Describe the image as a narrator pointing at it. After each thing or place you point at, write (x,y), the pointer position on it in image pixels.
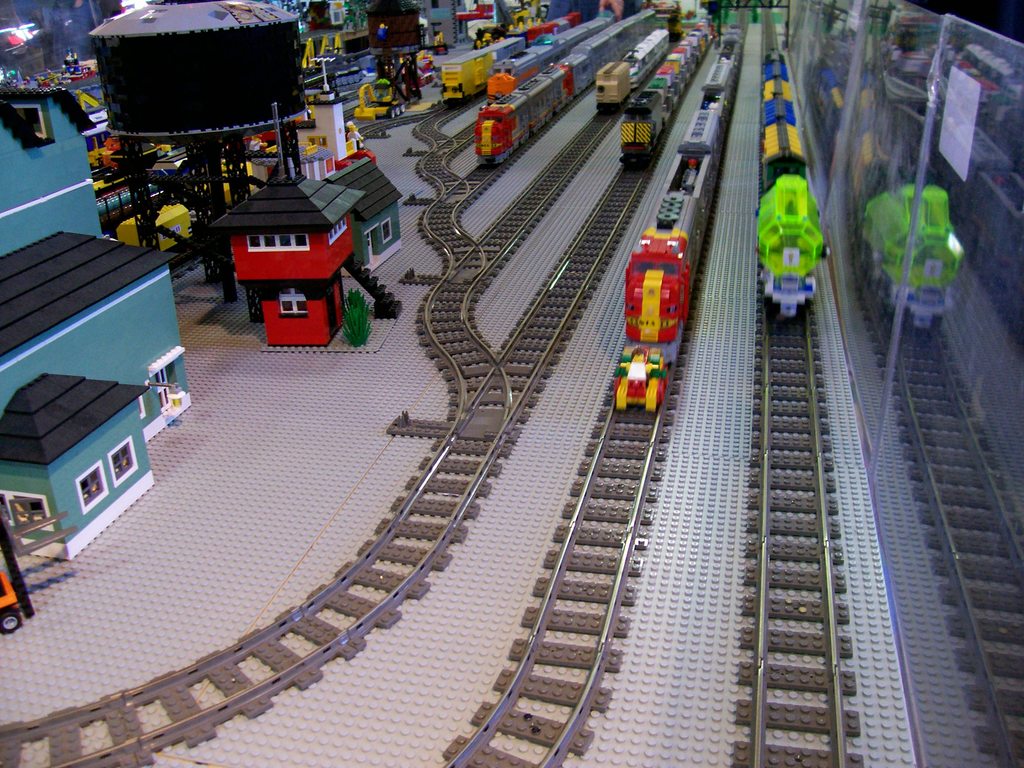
In this image I can see few toy buildings (92,367), water tank (231,47), stairs (365,281) and few colorful toy trains (692,221) on the railway tracks (812,583). In the background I can see few colorful toys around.
